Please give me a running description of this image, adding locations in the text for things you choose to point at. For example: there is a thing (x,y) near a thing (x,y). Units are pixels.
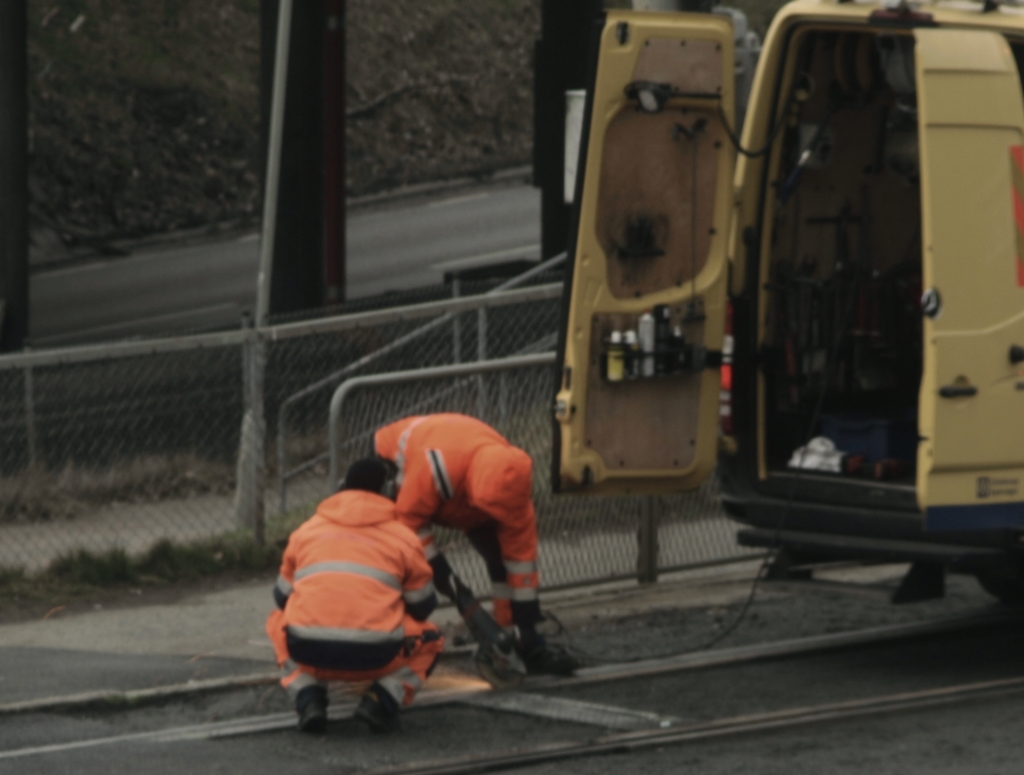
In this image I can see two persons (385,678) doing work, they are wearing orange color uniform (379,544). I can also see a vehicle (954,146) in yellow color, background (427,375) I can see railing (417,384) and few poles (270,200).
